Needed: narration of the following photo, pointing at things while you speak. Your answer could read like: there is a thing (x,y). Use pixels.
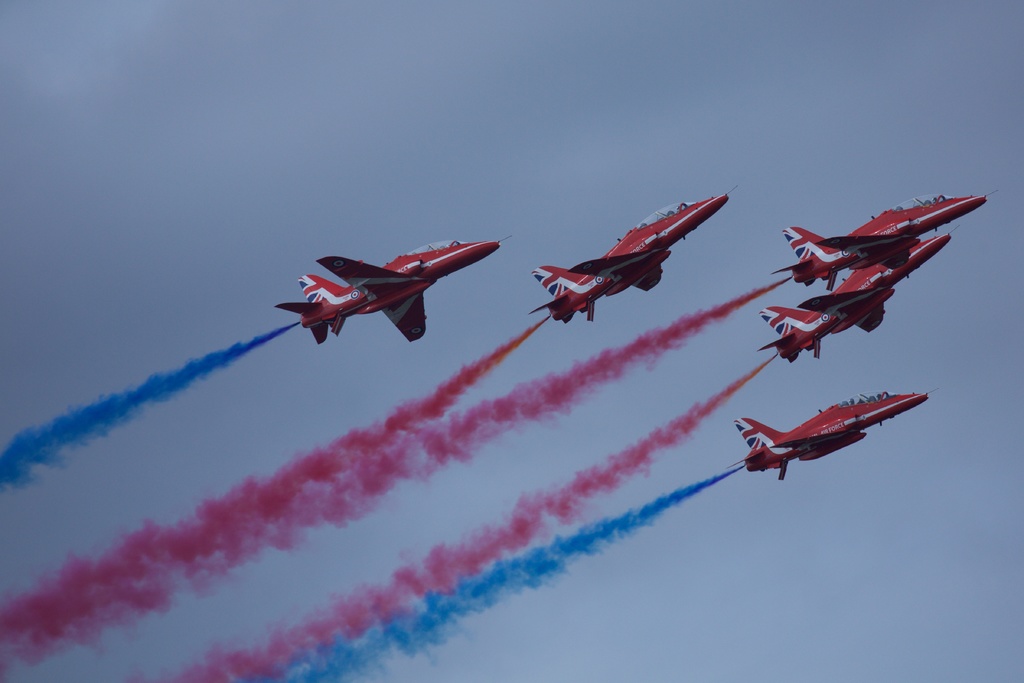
In this image I can see there are few planes (327,288) visible in the sky (680,277) and I can see a colorful fog (329,457) visible in the sky (833,548) and in the background (939,504) I can see the sky (391,162).
